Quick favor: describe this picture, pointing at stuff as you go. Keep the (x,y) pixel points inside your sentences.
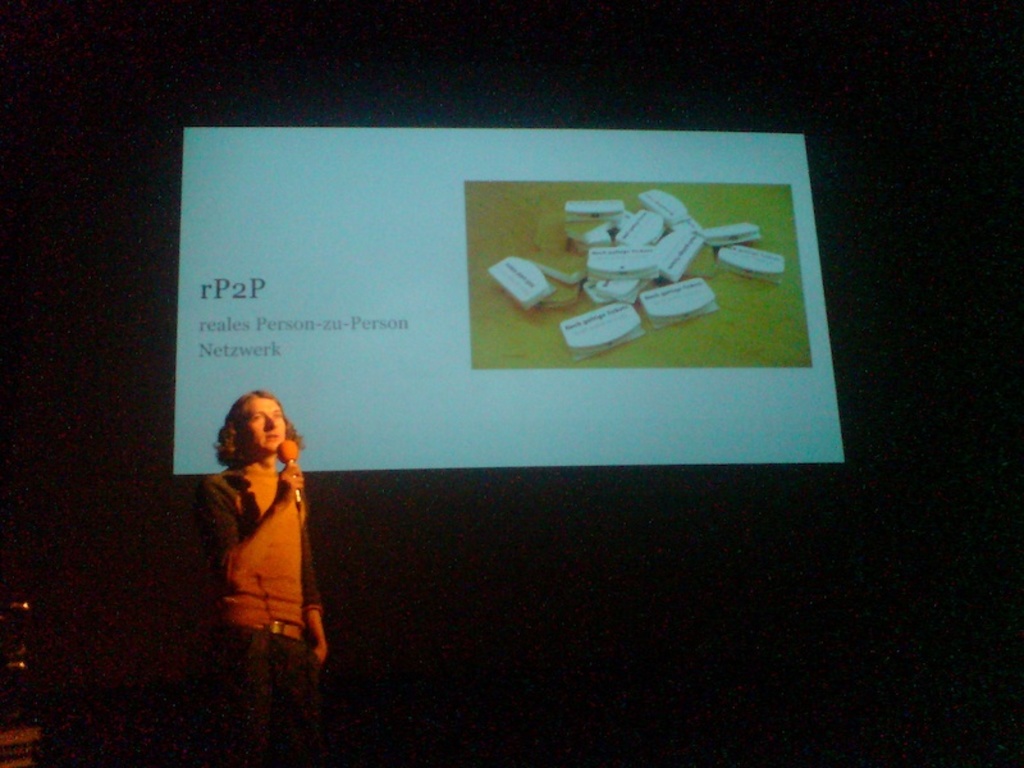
In this image we can see a person (306,588) holding a microphone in his hand (295,479). In the background (713,165), we can see a screen (726,166) with a group of objects (537,283) and some text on it.
